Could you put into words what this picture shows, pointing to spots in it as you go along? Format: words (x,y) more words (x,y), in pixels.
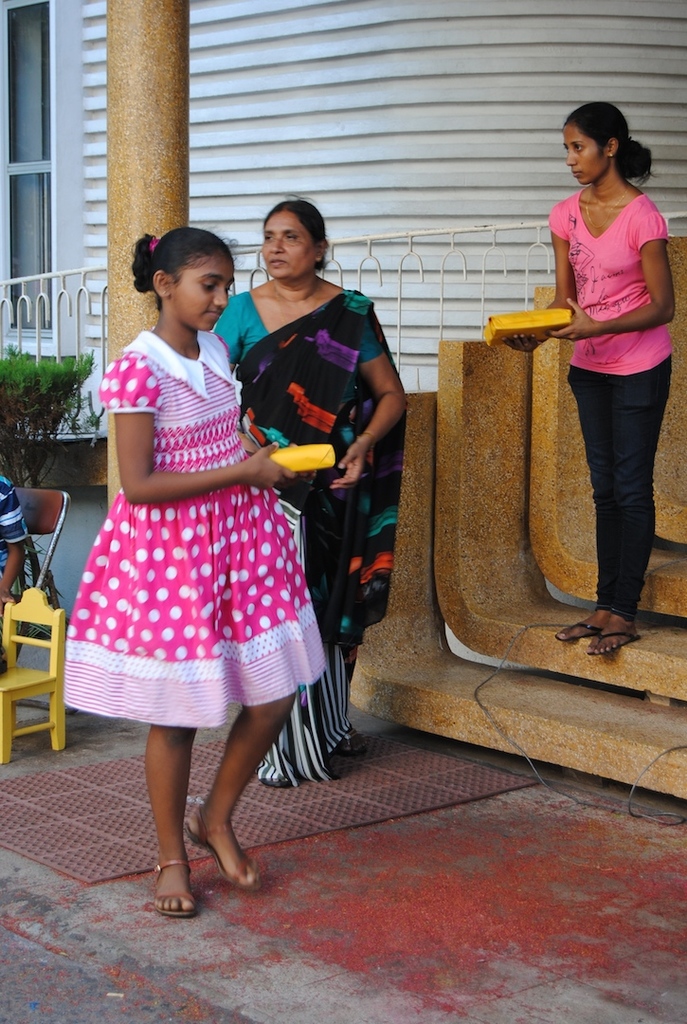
There are three persons (371,417) in this picture standing. The girl (612,312) at the right side (625,360) wearing a pink colour t-shirt (618,339) is holding a package (542,326) in her hand (578,335). In the background (415,121) there is a wall (348,106), pillar (134,103). At the left side (12,635) there are chairs (16,661) and a person (12,538) sitting on the chair (32,519). In the background (38,392) there are plants (40,395). The girl (164,426) in the left side (184,524) wearing a pink colour dress (204,516) is walking.
